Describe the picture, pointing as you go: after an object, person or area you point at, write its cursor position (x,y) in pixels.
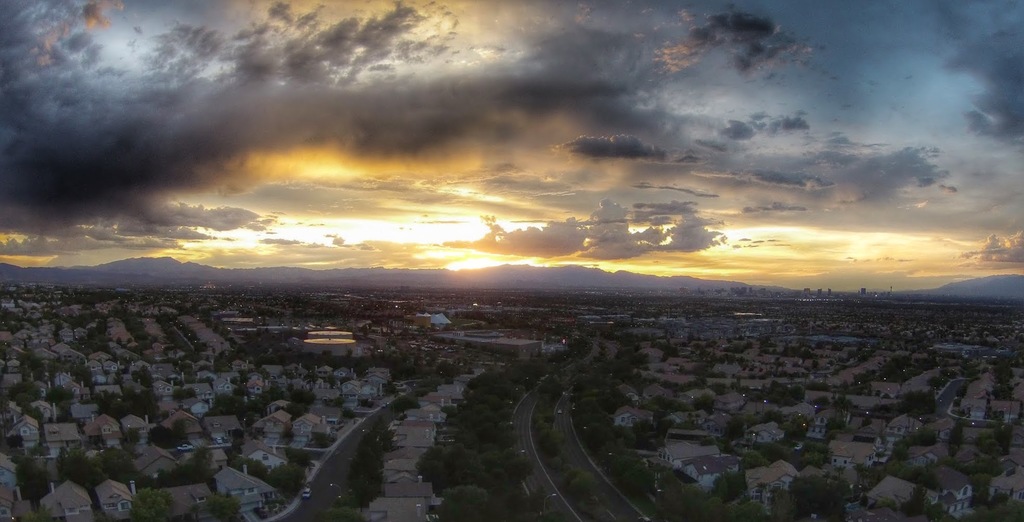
This image is an aerial view. In this image there are many buildings (436,404), trees (599,419), roads (603,498), hills (481,272) and sky (472,212).
